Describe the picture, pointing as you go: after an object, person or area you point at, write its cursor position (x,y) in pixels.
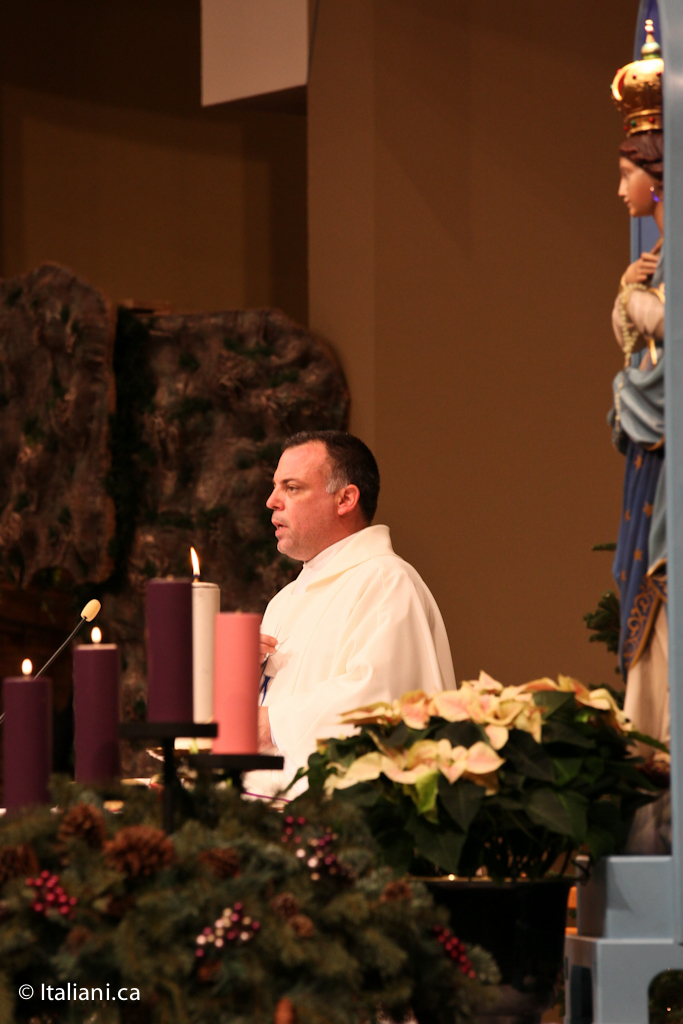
In the foreground of this image (401,937), there are few potted plants (476,827). On the right (648,115), there is a sculpture (665,566). In the background (368,619), there is a man (337,728) standing in front of a mic (94,614) and there are candles (176,712), a wall (363,225) and an unclear object (135,405).
